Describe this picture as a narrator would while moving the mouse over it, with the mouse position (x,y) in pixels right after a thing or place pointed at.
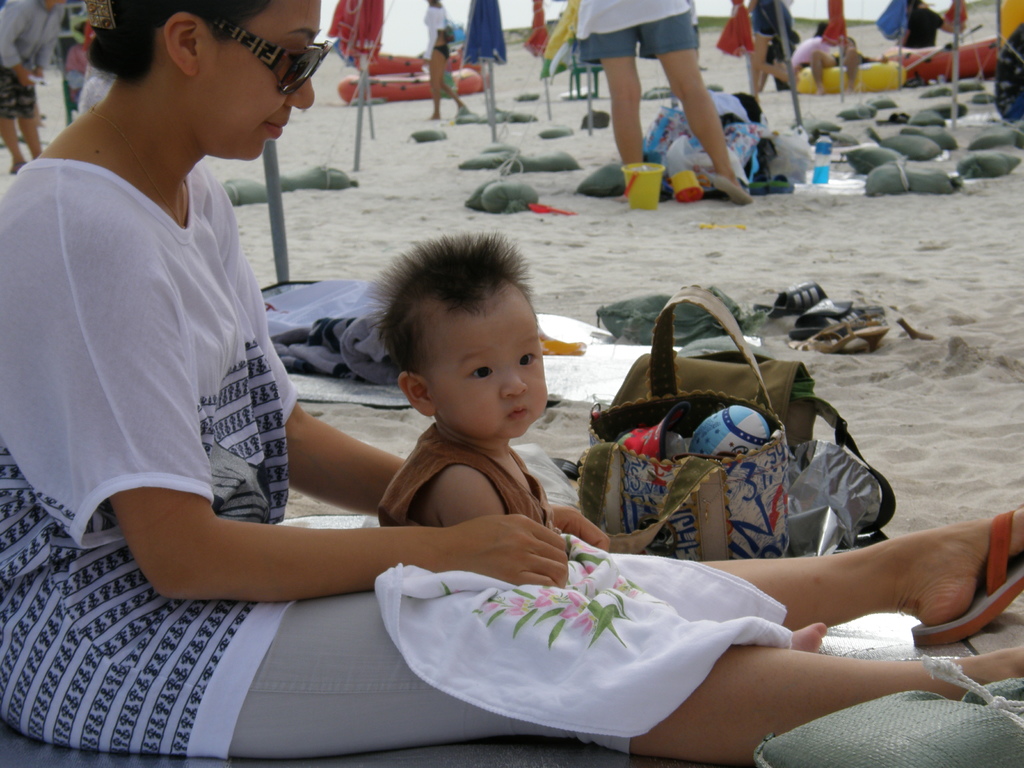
In the foreground of the image (35,463) there is a lady (797,575) and there is a child (405,467). Beside her there is a bag (653,333). In the background of the image (633,6) there are many people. At the bottom of the image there is sand (514,101).
